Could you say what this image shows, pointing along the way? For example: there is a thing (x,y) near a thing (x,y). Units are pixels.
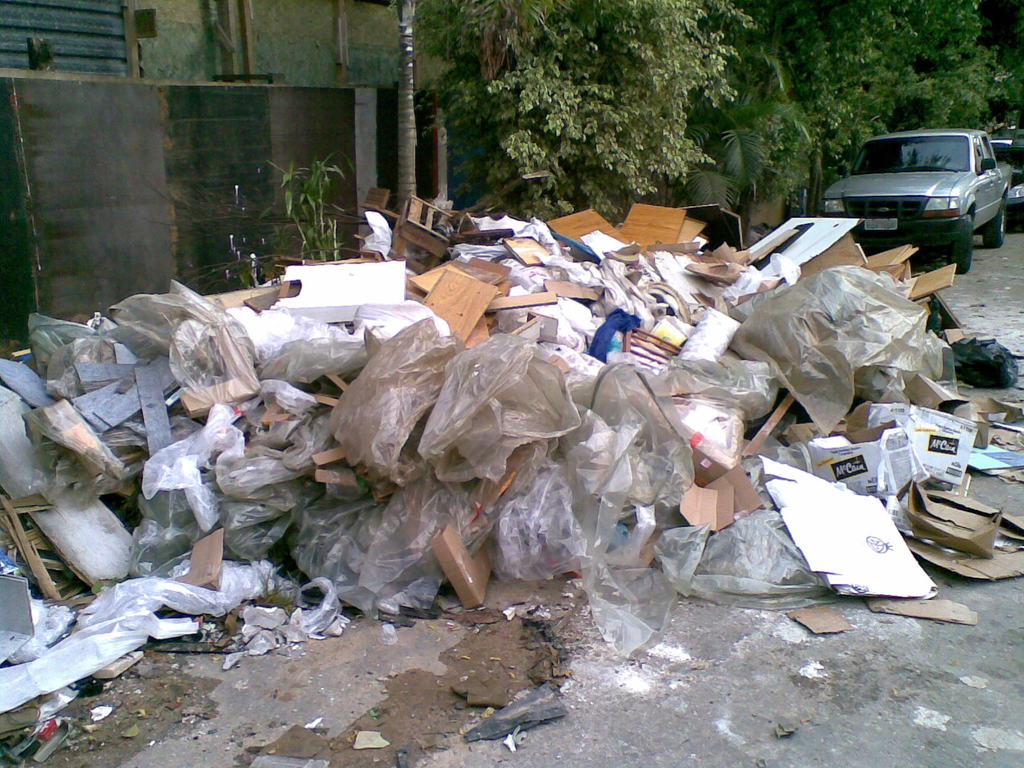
In this picture, we see many plastic bags (517,496), carton boxes (770,481) and wooden things (638,337) are placed on the road (680,710). Beside that, we see cars (906,199) parked on the road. Behind that, there is a building (322,80) and trees (760,156). This picture is clicked outside the building (444,189).
